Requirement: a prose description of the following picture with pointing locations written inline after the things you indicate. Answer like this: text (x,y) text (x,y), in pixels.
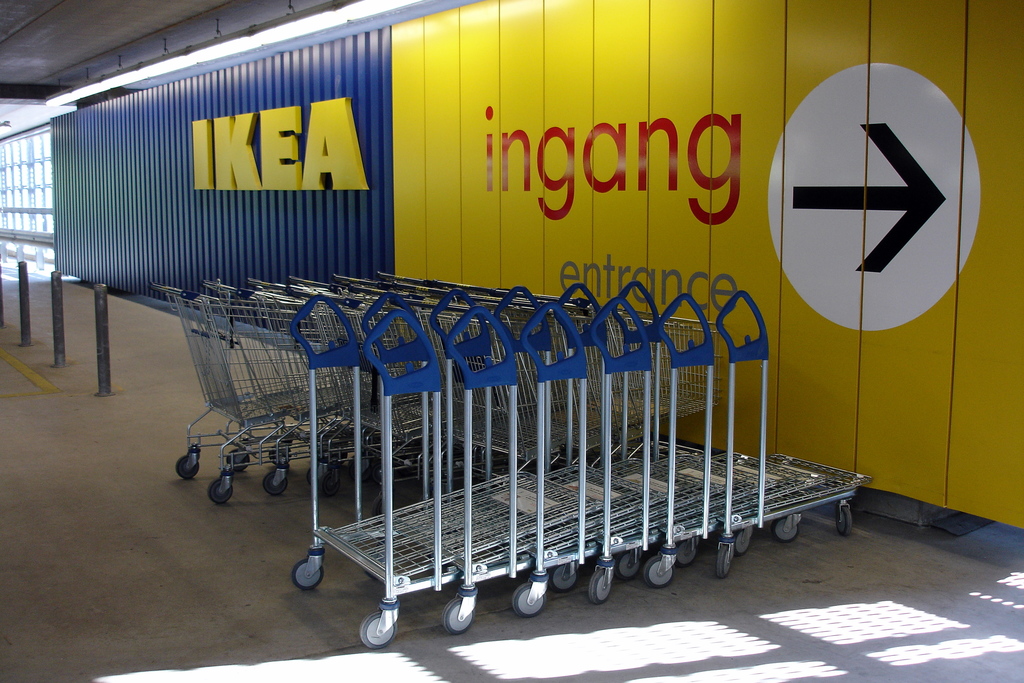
In this picture we can see few carts (307,352) and metal rods (26,288), behind the carts (372,338) we can find some text (564,187) on the wall (714,206), at the top of the image (247,37) we can see lights (228,45).
